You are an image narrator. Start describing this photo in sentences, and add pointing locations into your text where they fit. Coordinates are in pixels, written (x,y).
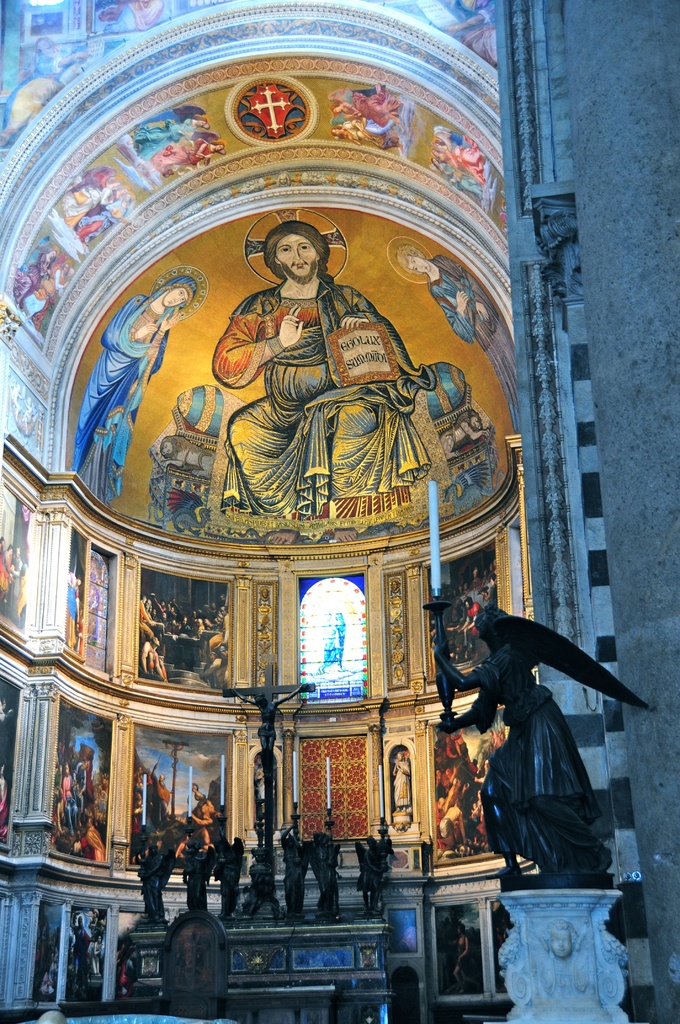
In this image, I can see the paintings (281,337) of the people (244,473) and a holy cross symbol (272,132) on a wall (184,569). At the bottom of the image (160,910), there are sculptures (301,867) and candles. On the right side of the image (645,327), It looks like a pillar (582,409).
